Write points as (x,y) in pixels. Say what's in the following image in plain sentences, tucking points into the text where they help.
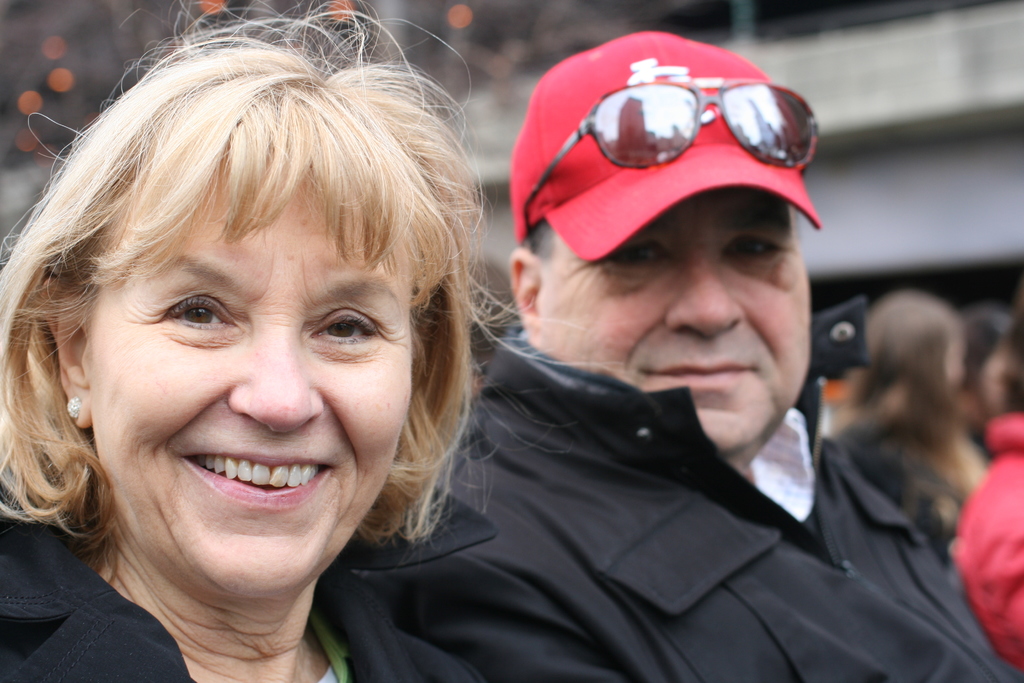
In this image, we can see a woman (122,535) on the left side (108,516), she is smiling, we can see a man (518,428) sitting, he is wearing a red hat (620,167), we can see goggles (679,151) on the hat (571,84), in the background (860,379) we can see some people (928,391) and there is a wall (972,127).
